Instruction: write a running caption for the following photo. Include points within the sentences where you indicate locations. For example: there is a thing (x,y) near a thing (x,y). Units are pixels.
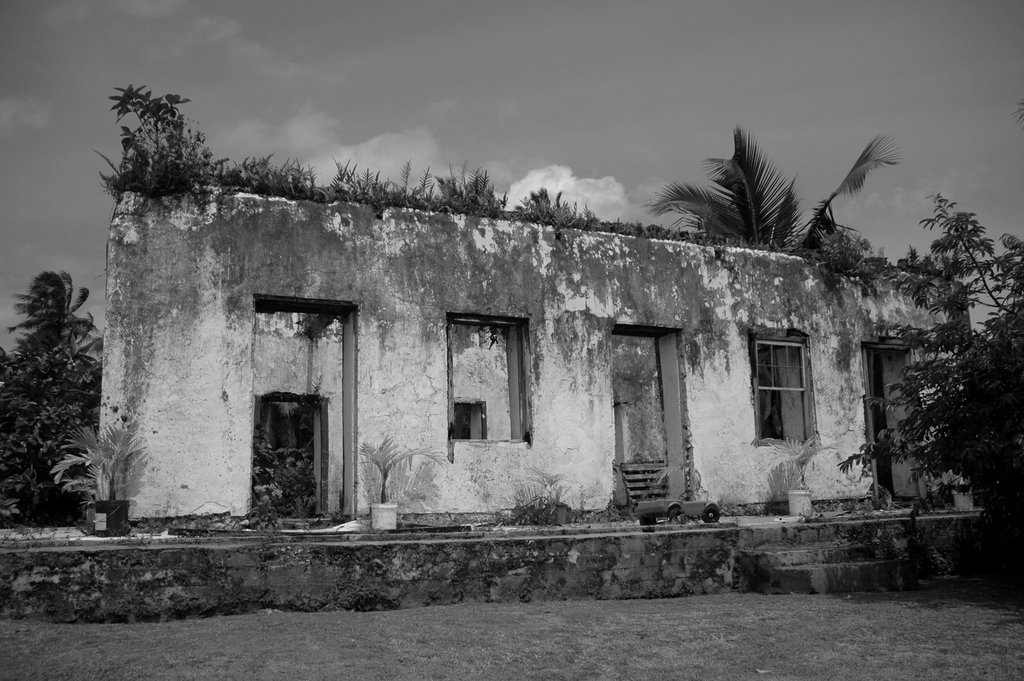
This is a black and white image. At the bottom of this image (759,626), there is grass (748,607) on the ground (438,654). In the background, there are three potted plants (964,481). Beside them, there is a building (375,296) having windows (792,394) and without roof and doors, there are trees (969,384) and there are clouds (414,133) in the sky (629,86).
